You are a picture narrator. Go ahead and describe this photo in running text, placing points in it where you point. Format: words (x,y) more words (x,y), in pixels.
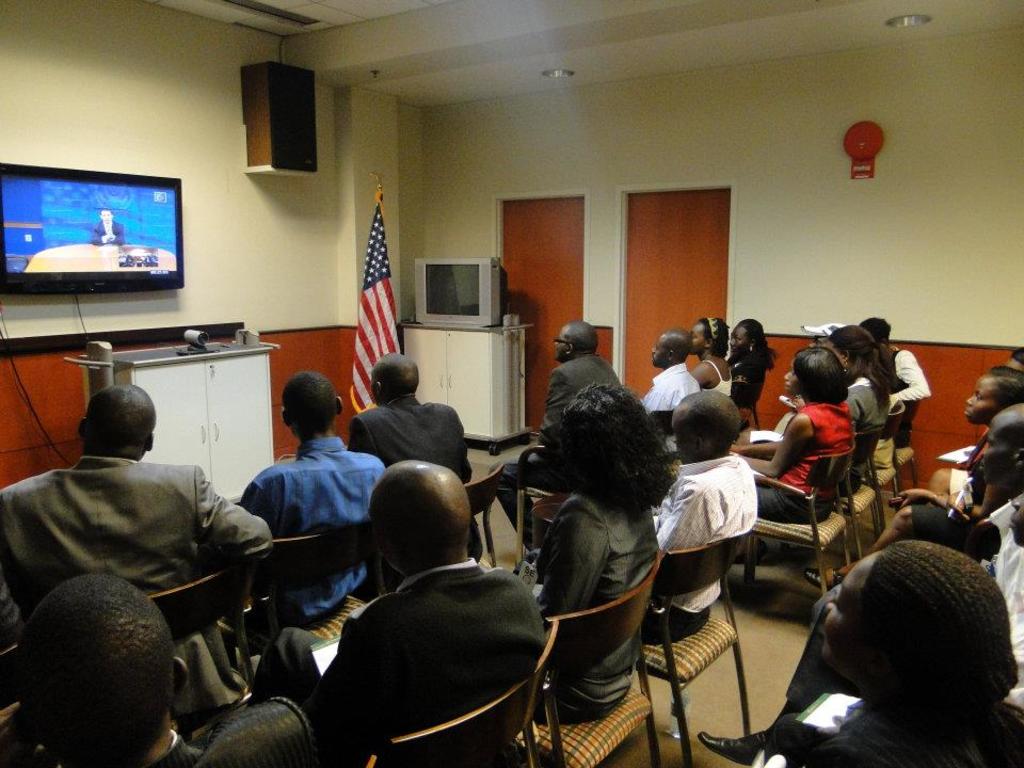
In this picture, we can see a few people (876,387) sitting in a chair (874,450), we can see the wall (335,315) with doors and some objects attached to it like Television (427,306), fire alarm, speakers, and we can see tables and some objects (193,349) on it and we can see the ground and roof (315,6) with lights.
